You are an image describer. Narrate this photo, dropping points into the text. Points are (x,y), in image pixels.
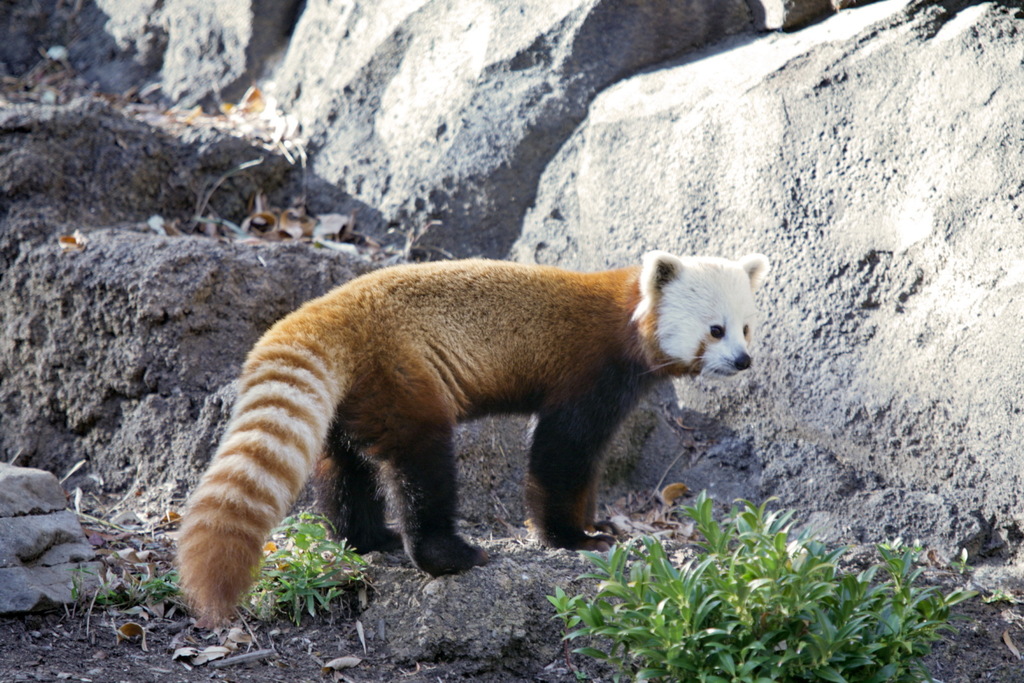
In this image, I can see red panda (571,463). At the bottom of the image (606,638), there are plants (678,626). In the background (778,253), I can see the rocks (532,141).
